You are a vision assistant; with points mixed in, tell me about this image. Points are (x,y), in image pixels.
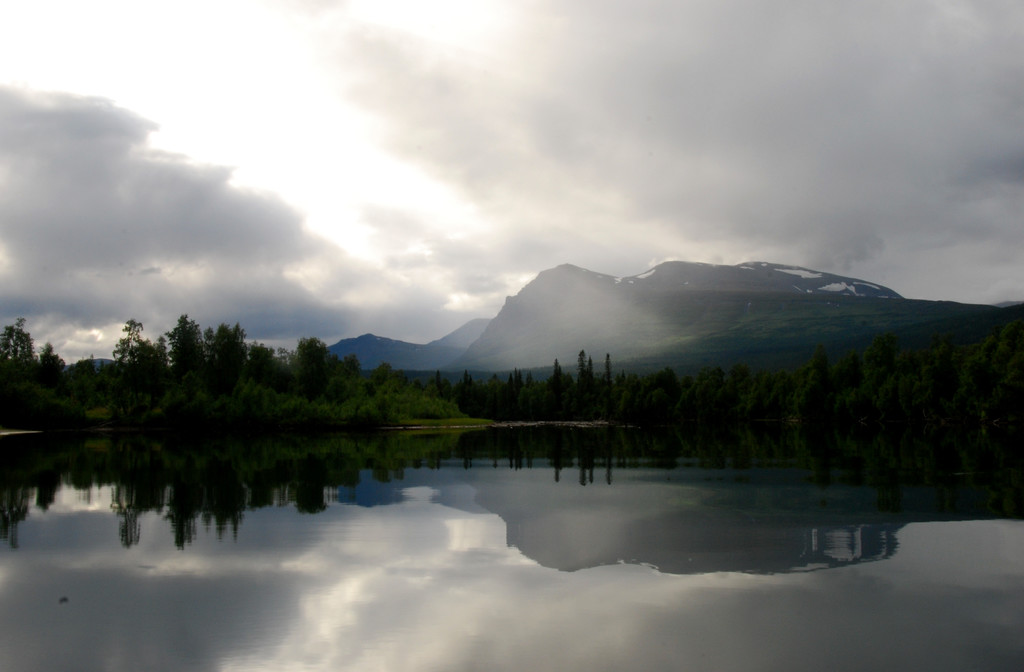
In the picture we can see water (629,589) and behind it, we can see plant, trees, hills (784,359) and some part of snow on it and behind it we can see a sky (345,277) with clouds (345,277).
